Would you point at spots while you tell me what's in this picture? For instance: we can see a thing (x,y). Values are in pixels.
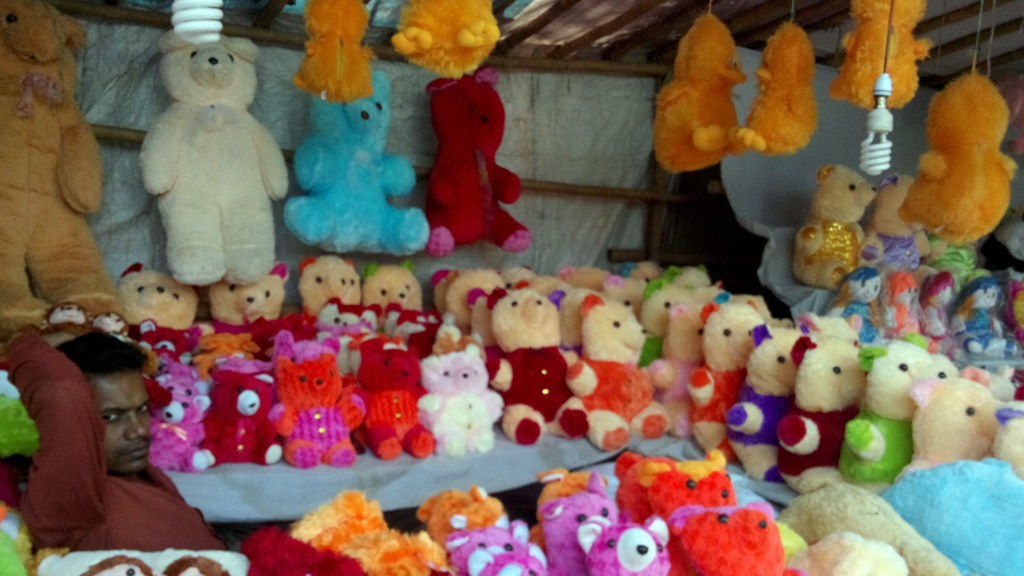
On the left side of the image (144,526) we can see a man (112,490) sitting. There is a table (232,510) and we can see soft toys (339,412) placed on the table (210,507). In the background (586,250) there is a shed (582,234) and we can see toys (466,172) placed on the rod (608,190). At the top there are lights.
